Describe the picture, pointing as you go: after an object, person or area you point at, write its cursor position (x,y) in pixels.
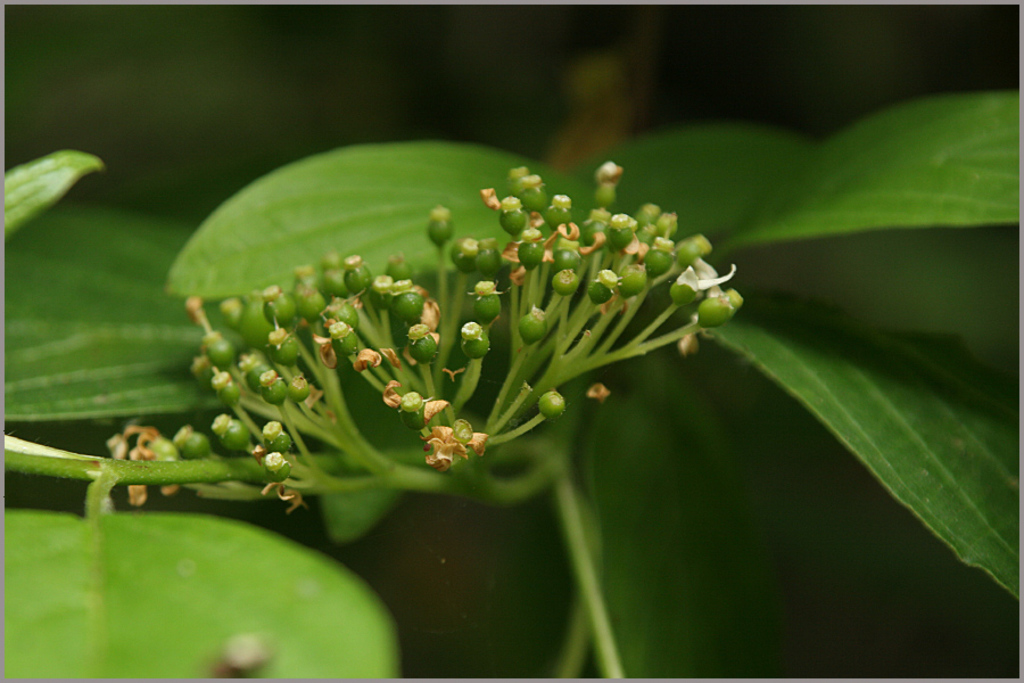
In this image, we can see green leaves (120,594), buds (469,346) and stems (321,487). Background (436,503) it is blur.
